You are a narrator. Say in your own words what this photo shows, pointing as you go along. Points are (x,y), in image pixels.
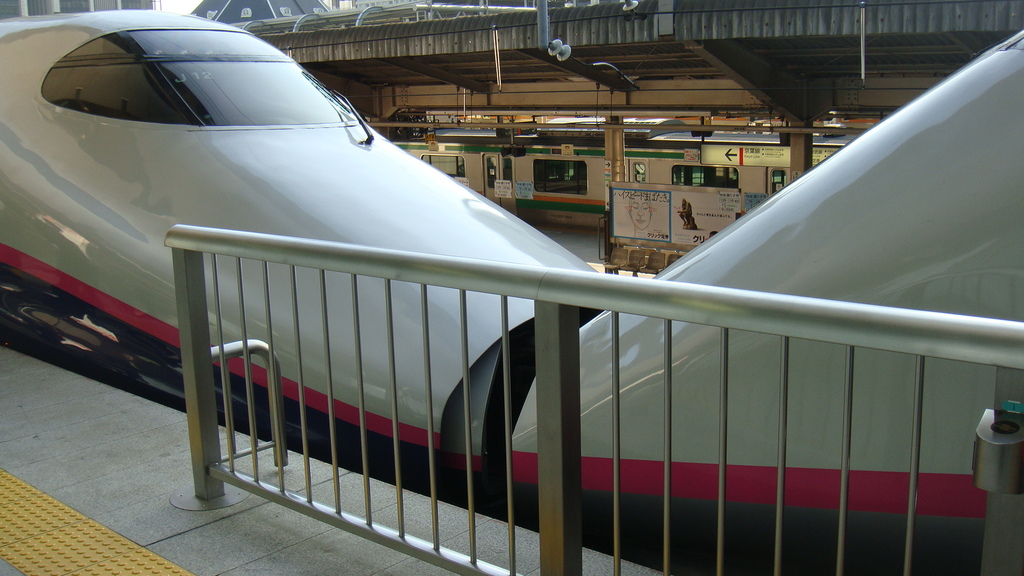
In this image, we can see trains (464,161).
